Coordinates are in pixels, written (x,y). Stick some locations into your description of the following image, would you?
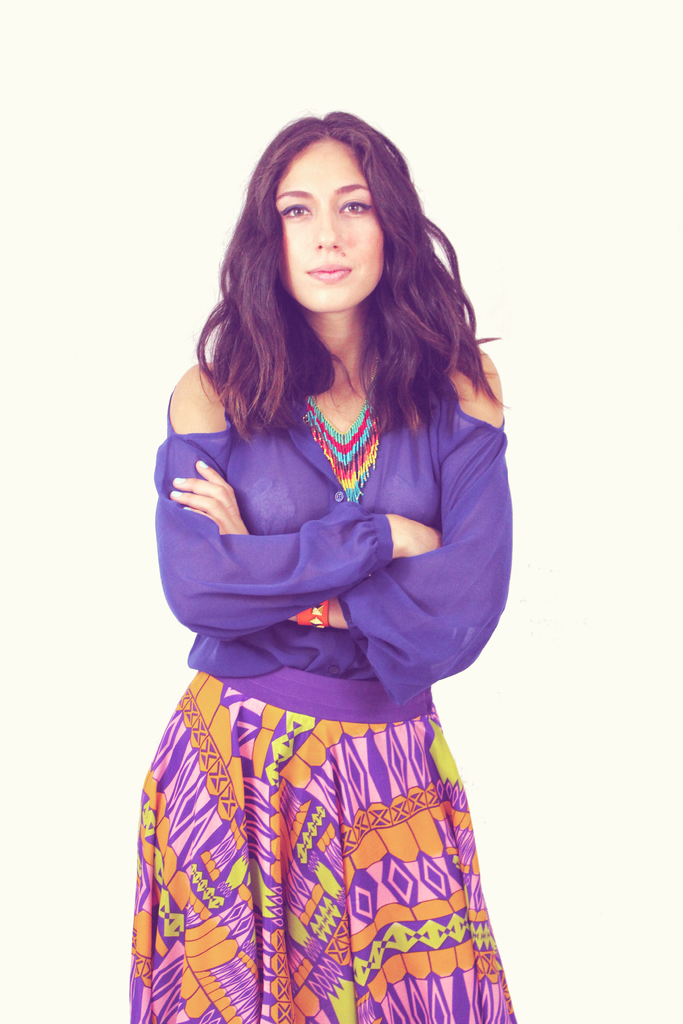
In the picture I can see a woman (294,619) wearing purple color dress (210,570), skirt (327,686) and necklace (361,428) is standing. The background of the image (121,882) is in white color.
